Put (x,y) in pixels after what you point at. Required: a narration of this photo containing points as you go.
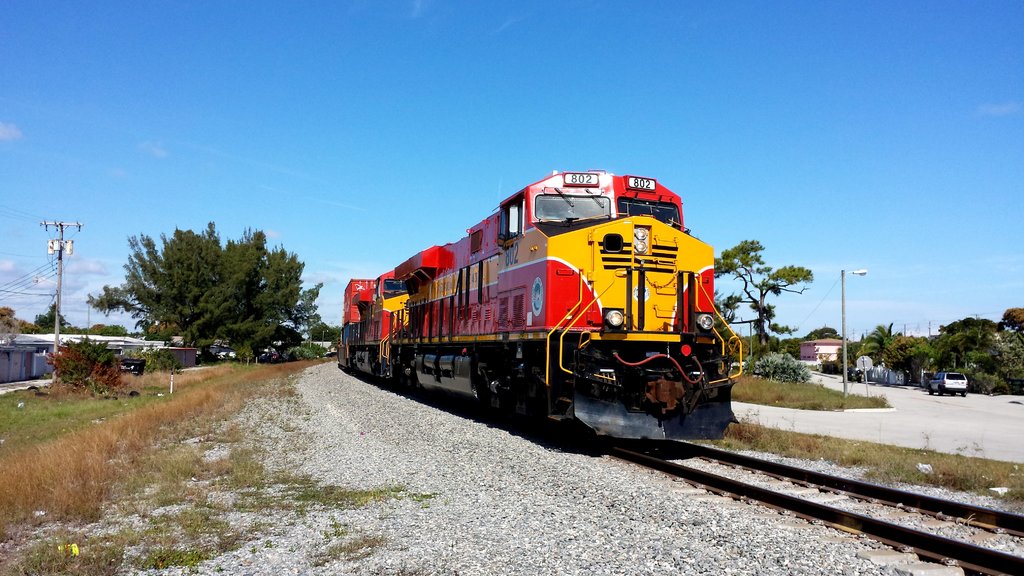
In the center of the image (546,274), we can see a train (597,329) on the track (812,504) and in the background (855,347), there are trees (805,270), poles (56,350) along with wires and we can see sheds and houses (829,340) and there are vehicles (937,392) on the road (930,405). At the top (369,73), there is sky (199,133).
